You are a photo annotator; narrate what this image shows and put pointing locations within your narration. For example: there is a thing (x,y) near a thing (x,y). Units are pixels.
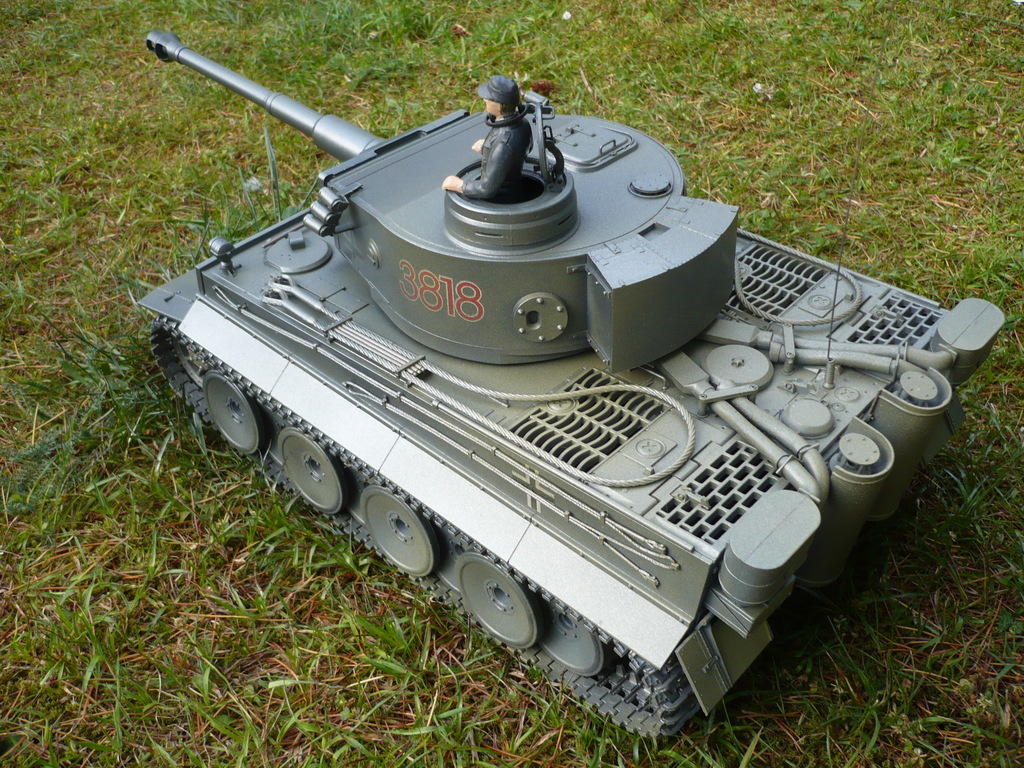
In this picture we can see a toy (420,379) on the grass (192,450).
